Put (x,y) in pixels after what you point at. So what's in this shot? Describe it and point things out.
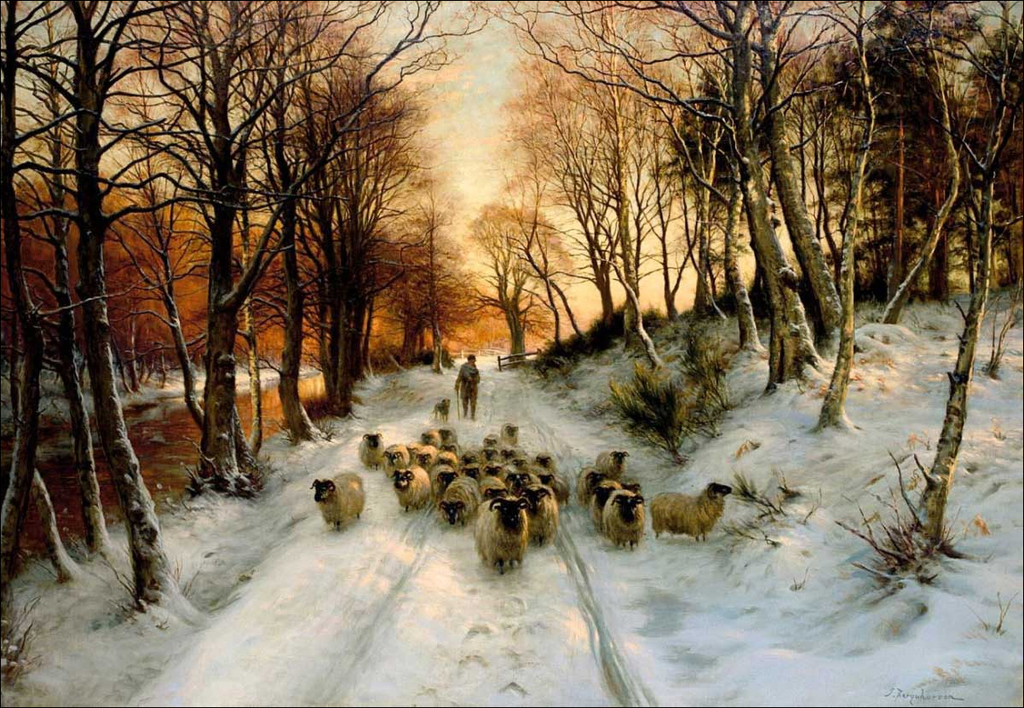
This is a painting. At the bottom (476,684), we see the snow (450,623). In the middle (399,454), we see the sheep (318,495). We see a man (468,398) is standing and he is holding a stick (458,407) in his hand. On either side of the picture, we see the trees (805,342). There are trees (500,301) and the sky (555,259) in the background (626,215).
